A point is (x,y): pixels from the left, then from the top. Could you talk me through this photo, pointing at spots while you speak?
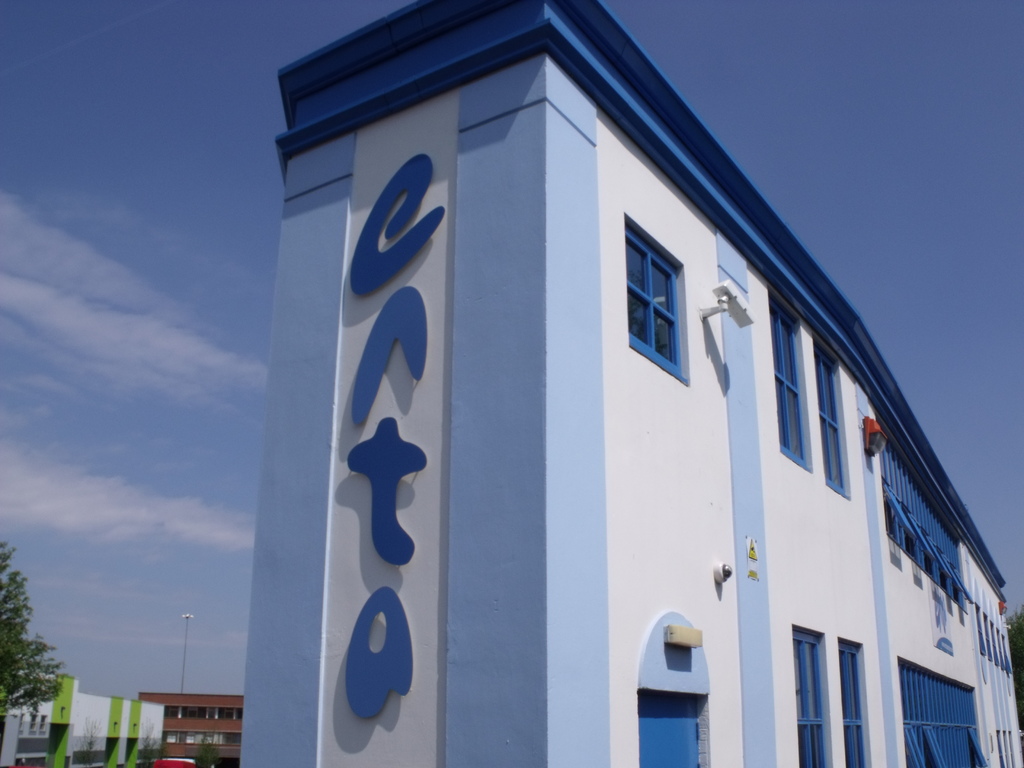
In this picture we can see building (718,374). On the building (745,348) we can see windows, doors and camera (739,312). In the bottom left corner (209,700) we can see another building (181,701), street lights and tree (21,615). On the left (22,320) we can see sky (127,404) and clouds (49,513).
